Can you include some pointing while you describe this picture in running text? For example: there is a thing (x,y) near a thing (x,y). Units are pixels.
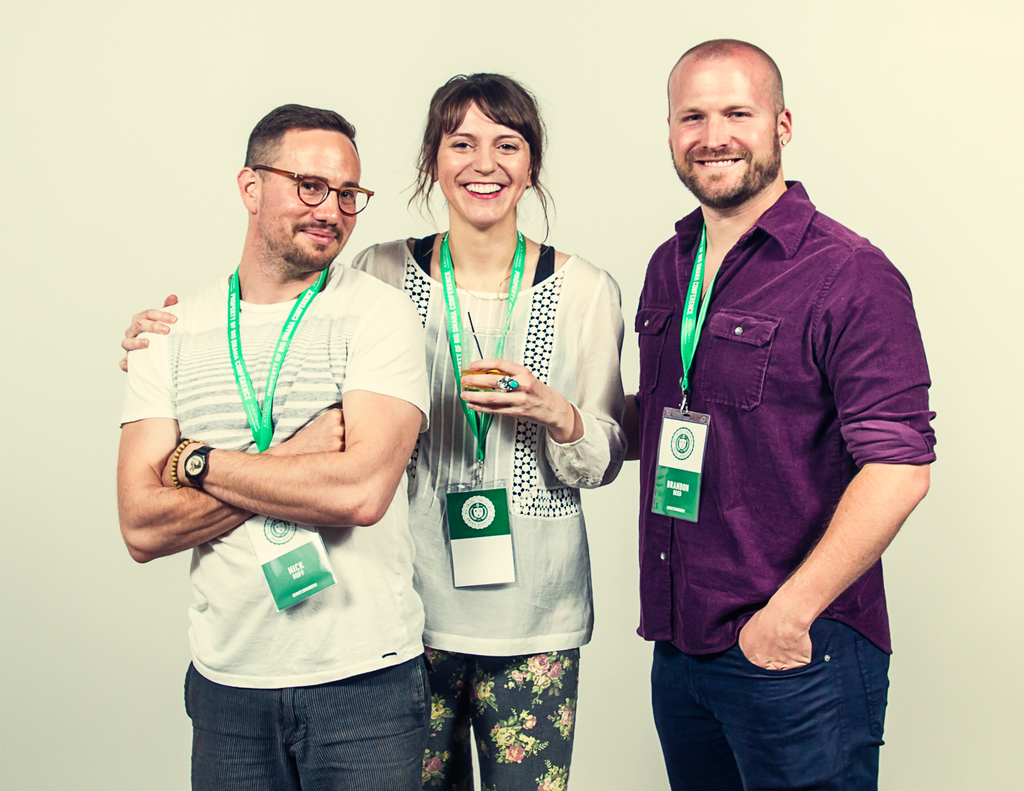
In this image we can see two men (330,501) and one woman (556,452) is standing and smiling. One men (776,443) is wearing purple color shirt (758,435) with jeans (739,734) and the other one is wearing white color t-shirt (237,595) with grey pant (341,729). The woman (544,605) is wearing white top (528,601) and floral pants (536,726). And three of them are wearing green color IDs (487,518) in their neck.
